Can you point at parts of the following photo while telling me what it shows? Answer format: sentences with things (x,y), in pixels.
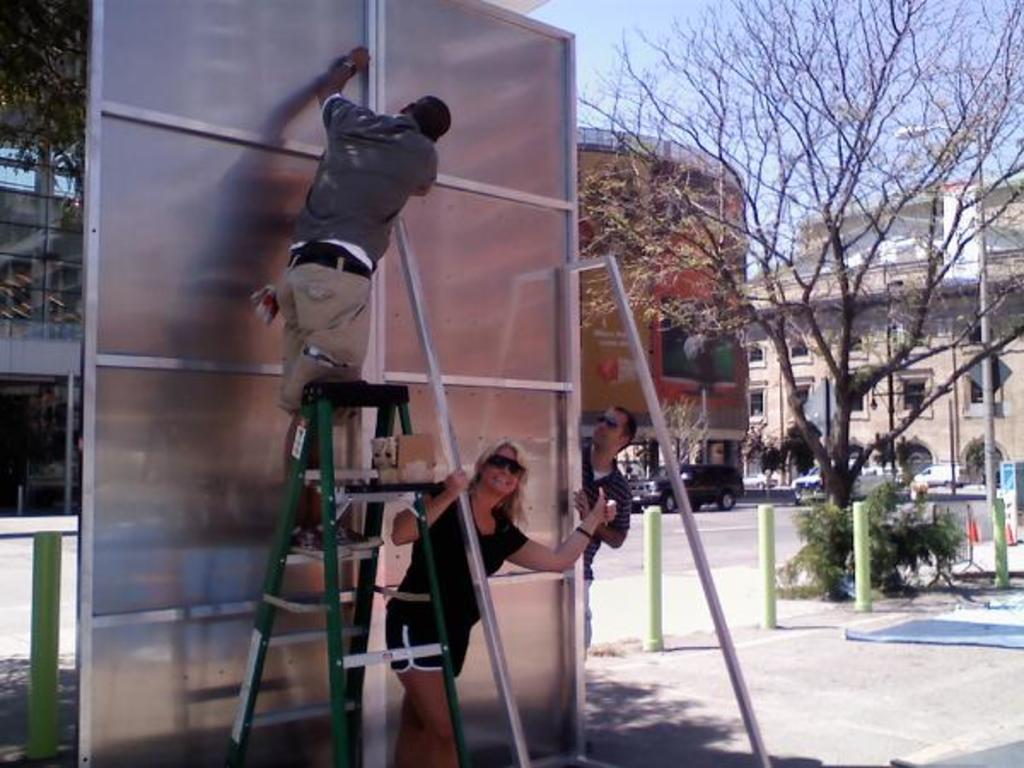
In this image we can see three persons (416,564) a lady person (491,522) wearing black color dress (462,550) holding the ladder (359,484) and a person (350,170) wearing ash color T-shirt (331,227) is on the ladder (330,501) doing some work and there is a person (602,482) wearing black color T-shirt (590,489) standing behind the iron sheet (477,330) and in the background of the image (625,371) there are some trees (647,247), buildings (770,420), cars (729,498) which are parked and top of the image (795,249) there is clear sky (751,97).
